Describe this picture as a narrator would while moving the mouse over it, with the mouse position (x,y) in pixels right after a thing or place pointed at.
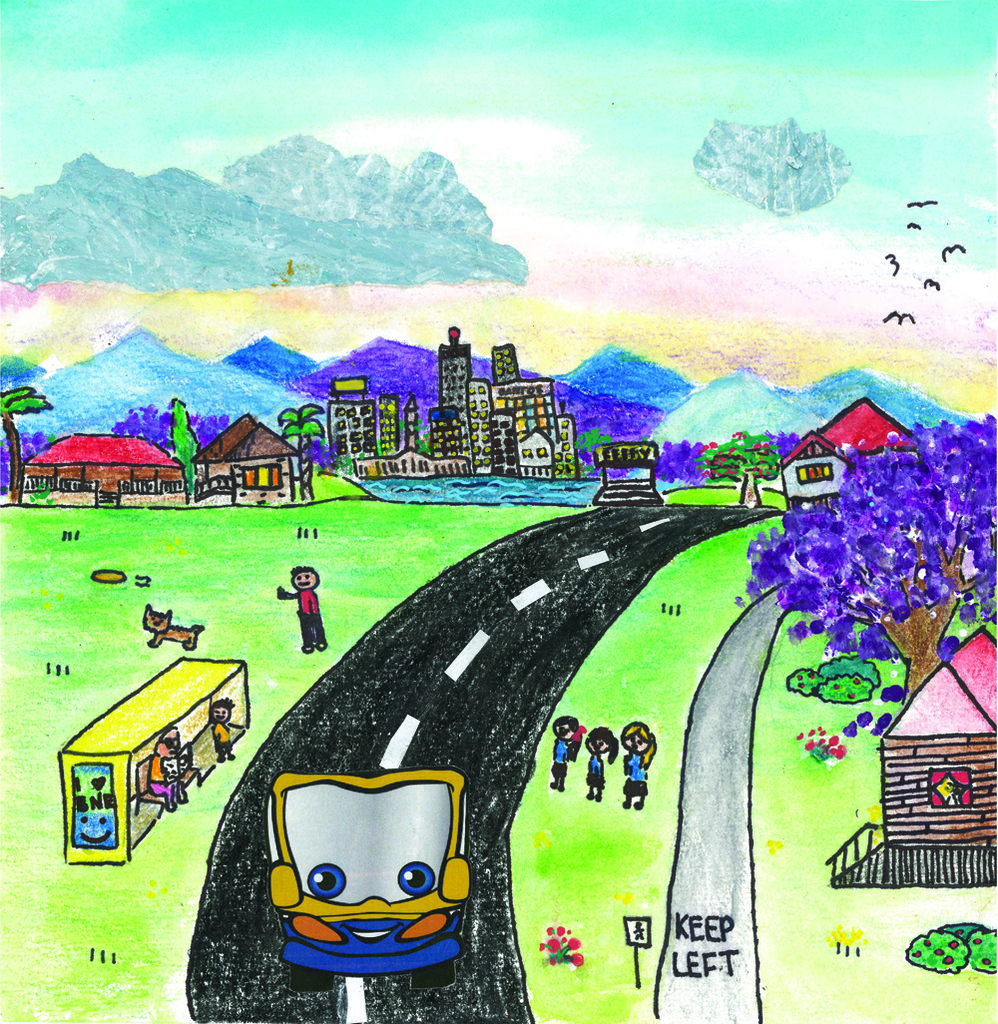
This picture is sketch painting. We can see the road (508,646), bus (371,883), some persons (555,729), tree (937,580), building (834,463), mountain (326,367), cloud (467,240), birds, grass (690,561) are present.
